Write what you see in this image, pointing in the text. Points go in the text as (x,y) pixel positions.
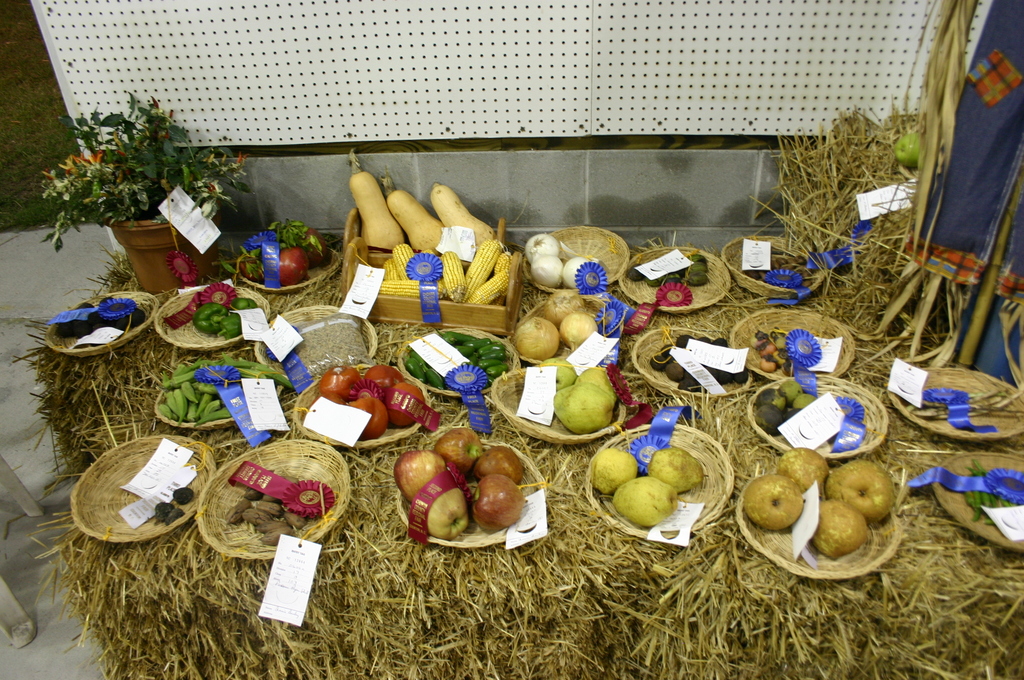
In this picture I can see the dry grass (106,634) in front, on which there are baskets (195,446) and I see number of fruits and vegetables (273,374). On the left side of this picture (196,193) I can see a plant (149,125) in a pot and I see blue color ribbons (605,303) and white color papers (262,330). In the background (367,86) I can see the white color thing (544,84).
